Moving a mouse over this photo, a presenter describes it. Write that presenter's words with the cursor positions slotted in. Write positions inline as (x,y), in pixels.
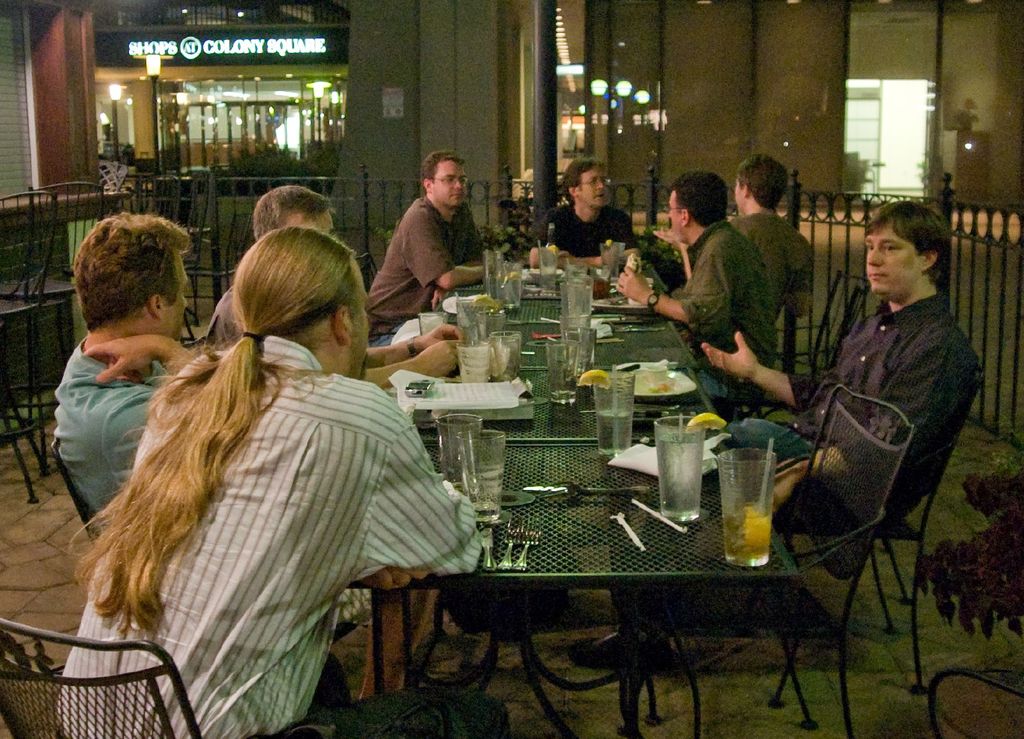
In the image people (321,381) are sitting on chairs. In the middle (519,347) on a dining table (546,412) there are glasses (677,489), food (666,385) on plates (640,371), paper (514,395). There is a fence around the floor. In the background (902,112) there is building (337,109).
